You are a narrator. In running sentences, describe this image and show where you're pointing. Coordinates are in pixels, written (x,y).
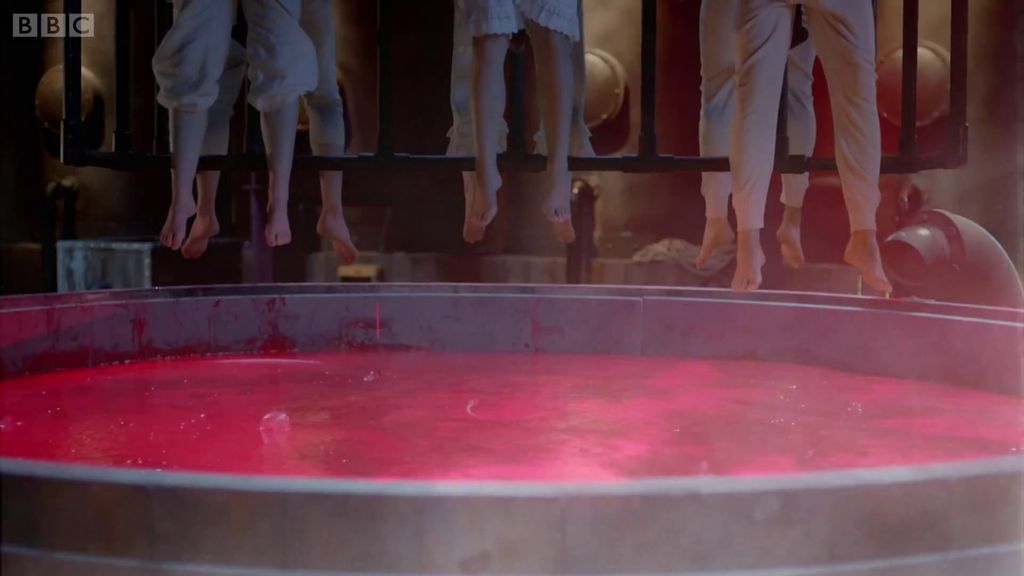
At the bottom of the image (15,524) there is a circular container (71,461) with red color liquid (388,417) in it. At the top of the image (208,111) there are persons legs (281,71). There is a railing (807,158). In the background of the image (1007,98) there is wall (339,41). There are pipes (906,232).
